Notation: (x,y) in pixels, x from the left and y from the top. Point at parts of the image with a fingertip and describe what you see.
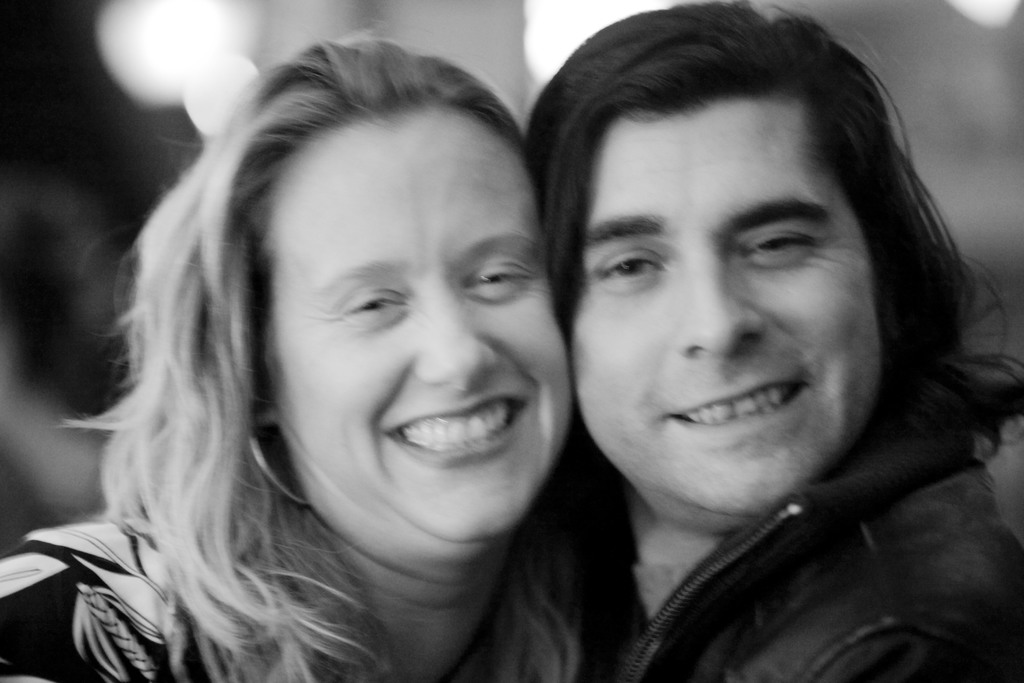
In this image we can able to see two persons (708,376) a man (708,376) and a woman (437,462) and they are smiling.
